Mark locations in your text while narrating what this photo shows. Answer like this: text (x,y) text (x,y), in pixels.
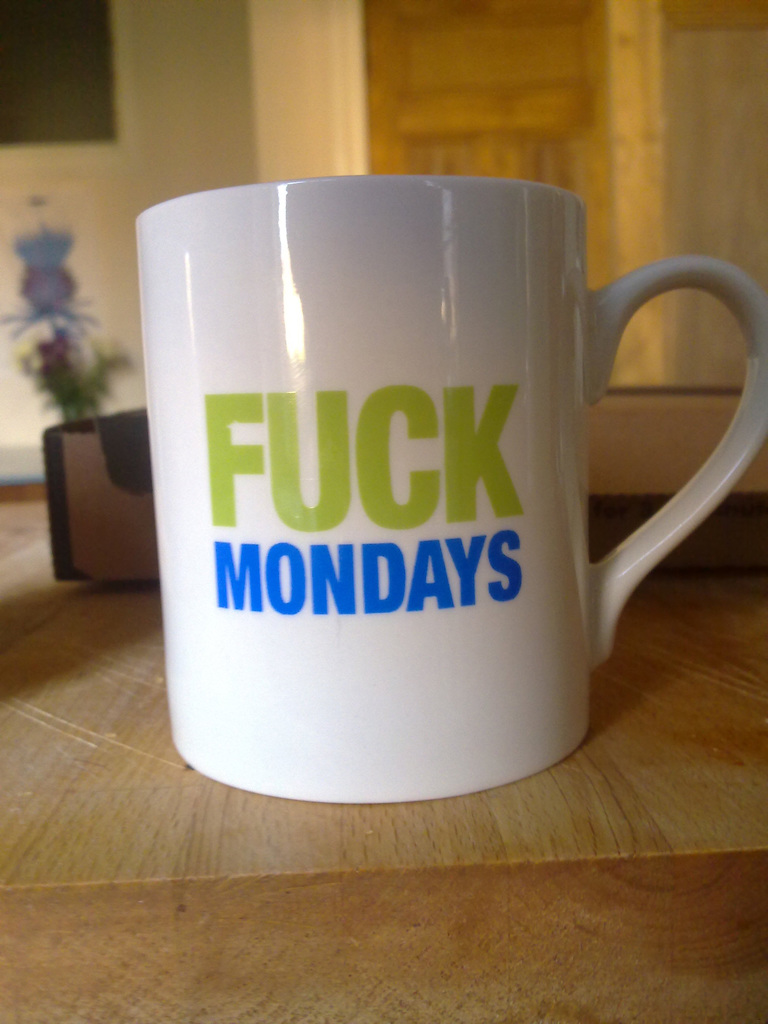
In this picture, we can see the table (474,896), and we can see cup (493,746), and some objects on the table (527,898), we can see the wall (2,434) with some objects (55,313) attached to it.
